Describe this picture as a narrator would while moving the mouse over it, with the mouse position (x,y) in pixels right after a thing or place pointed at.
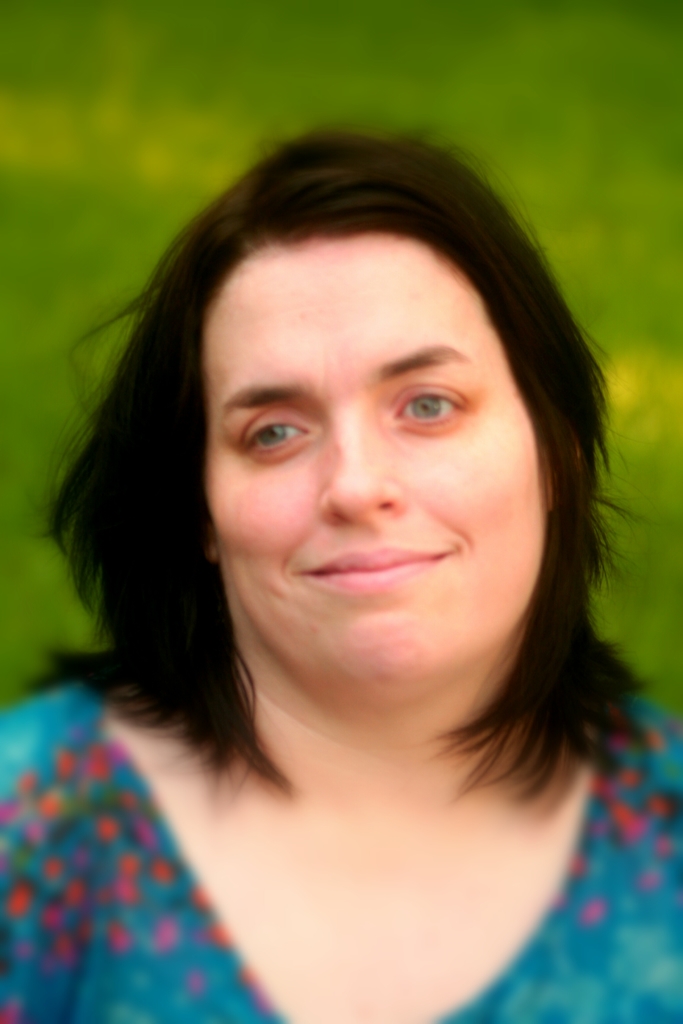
In this image I can see a person (254,898) and the person (350,916) is wearing blue color shirt (187,947), and I can see green color background (193,101).
